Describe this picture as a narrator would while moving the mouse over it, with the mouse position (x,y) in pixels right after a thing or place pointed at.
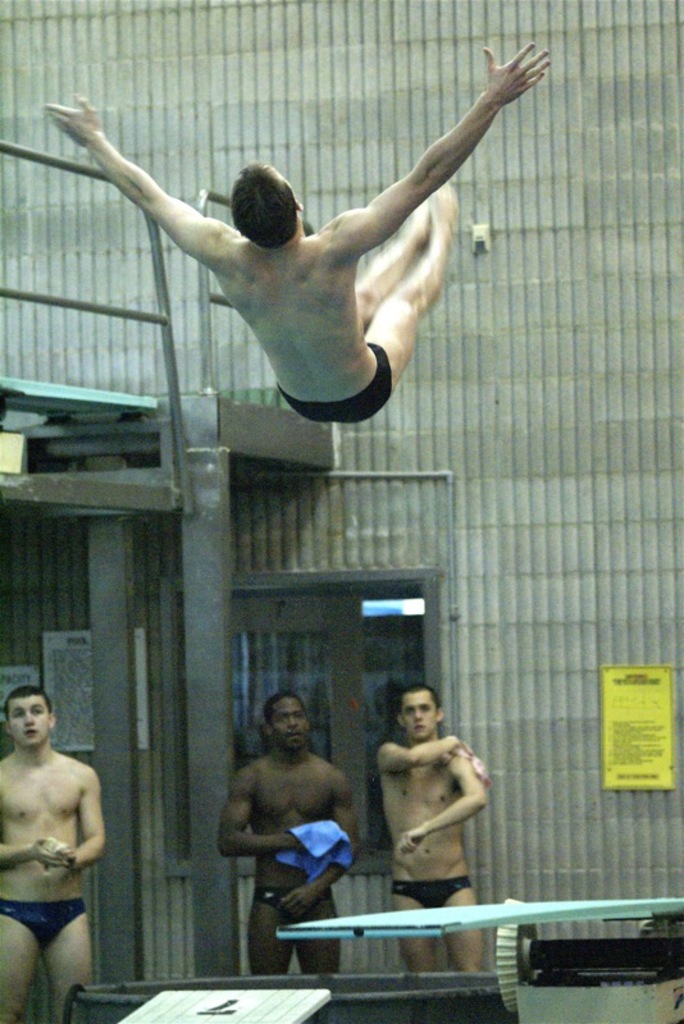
In the picture we can see some people (258,962) are standing near the swimming pool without clothes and one person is in air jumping and behind them we can see a wall (680,556) and near to it we can see poles (191,593) and top of it we can see a path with railing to it.
